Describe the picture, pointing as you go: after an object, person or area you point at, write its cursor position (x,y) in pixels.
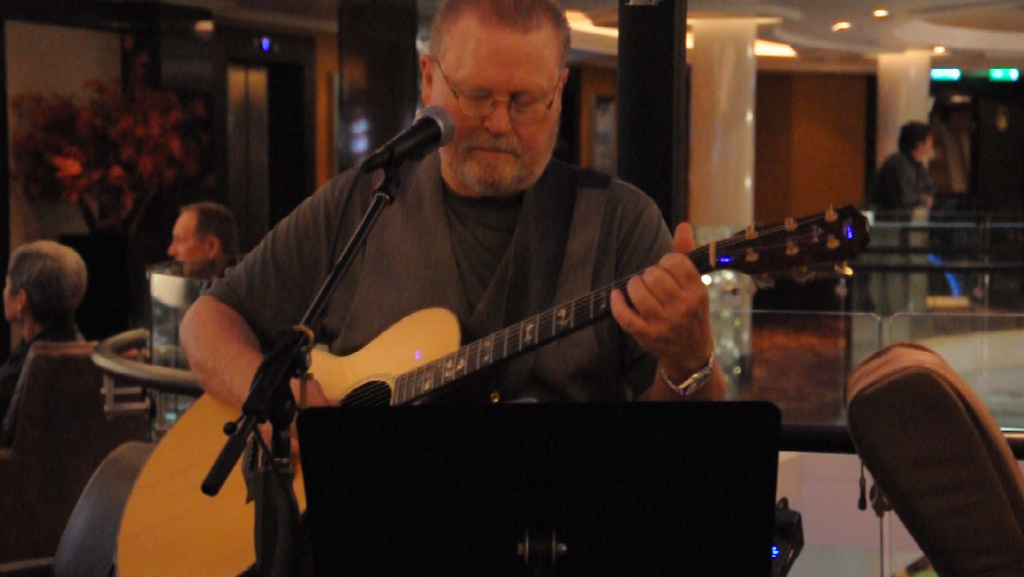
In this picture we can see man (504,243) holding guitar (330,374) in his hand (310,385) and playing it and singing on mic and beside to him man (204,236) and woman (50,278) sitting on chairs (54,402) and at back of him we can see person (884,165) standing at fence (879,316) and in background (706,140) we can see pillar (883,136), wall (826,73), tree (145,114), lift (276,95).
